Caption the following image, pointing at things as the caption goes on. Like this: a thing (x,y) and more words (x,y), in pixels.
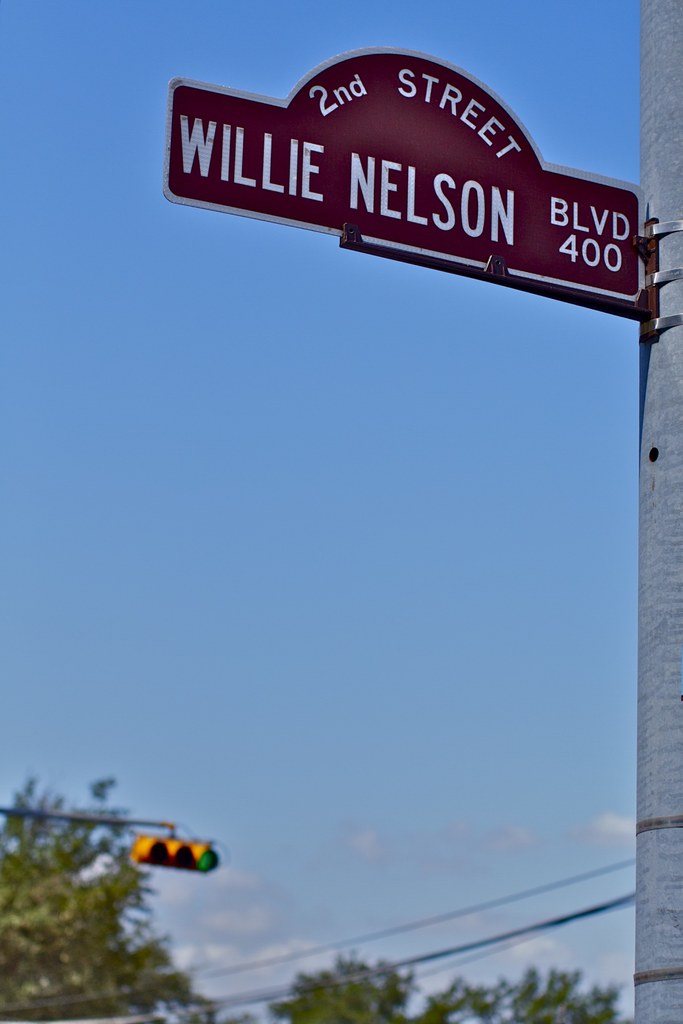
In this picture we can describe about brown color street name board (336,162) is placed on the pole (663,859) in which "Willie Nelson" is written. Behind we can see yellow color traffic light (135,849) and a tree (103,912).
